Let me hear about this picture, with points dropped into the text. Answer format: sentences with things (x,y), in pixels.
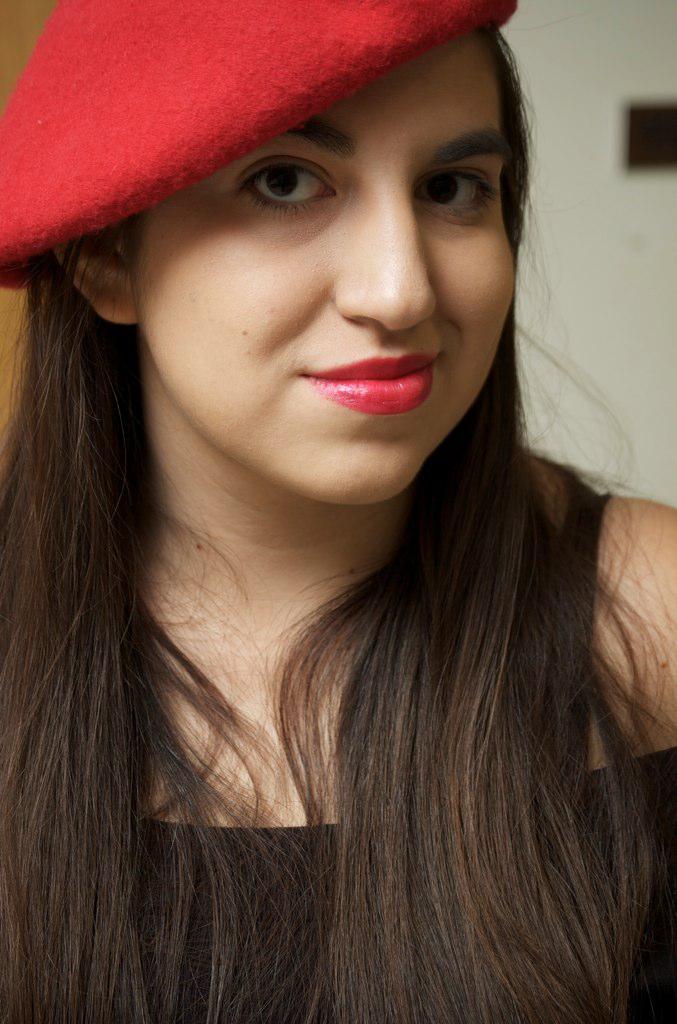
In this image we can see one woman (201,601) with red cap (347,83) and there is one white wall (589,31) with one black object (651,131), backside of the woman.
